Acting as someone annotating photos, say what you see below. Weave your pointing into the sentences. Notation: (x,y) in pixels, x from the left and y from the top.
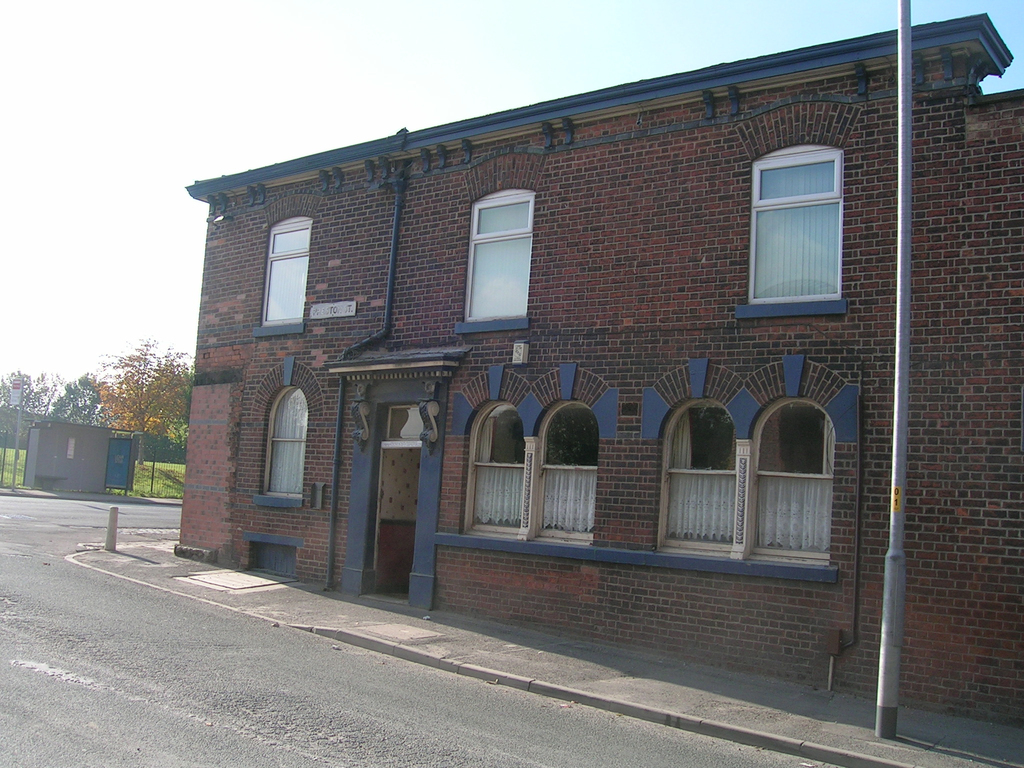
In this image there is a building (719,263), in front of the building (831,257) there is a pole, road (93,589), at the top (211,81) there is the sky (211,81), on the left side (86,395) there are trees (106,423), structure (58,474) visible.
